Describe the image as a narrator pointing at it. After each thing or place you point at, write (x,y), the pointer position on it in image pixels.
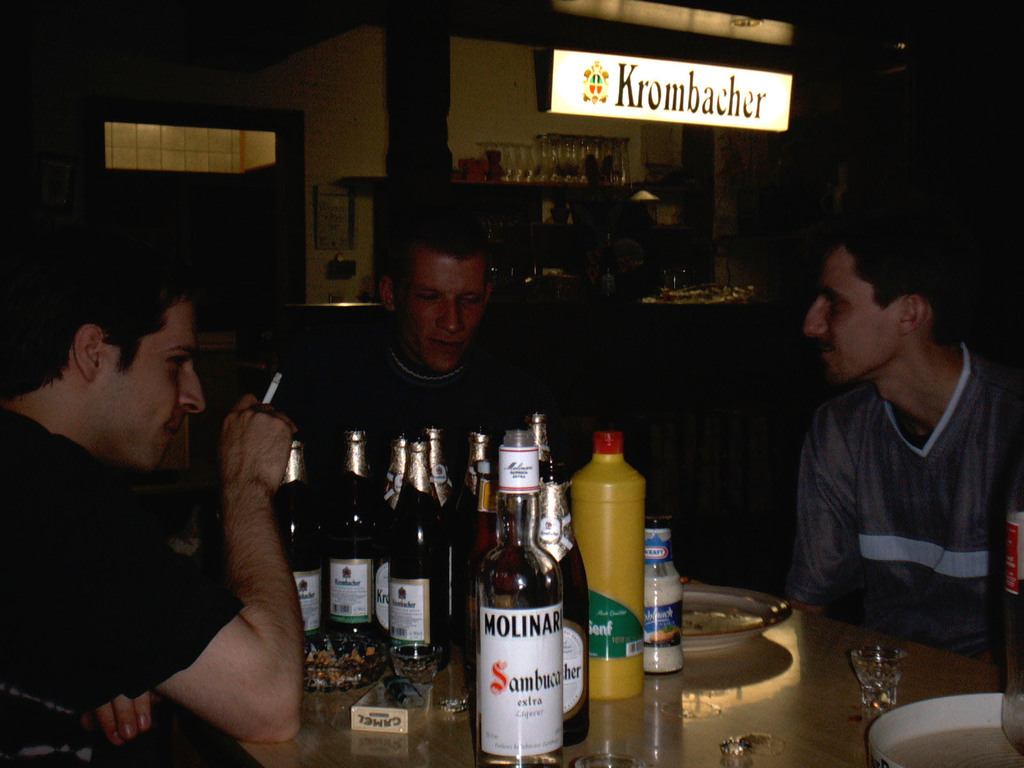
In this image there are 3 man (250,474) sitting in chair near the table (443,697), and in table (432,691) there are beer and liqueur bottles (519,613), plate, glass (417,667) and in back ground (290,138) there is a name board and door (273,148).
